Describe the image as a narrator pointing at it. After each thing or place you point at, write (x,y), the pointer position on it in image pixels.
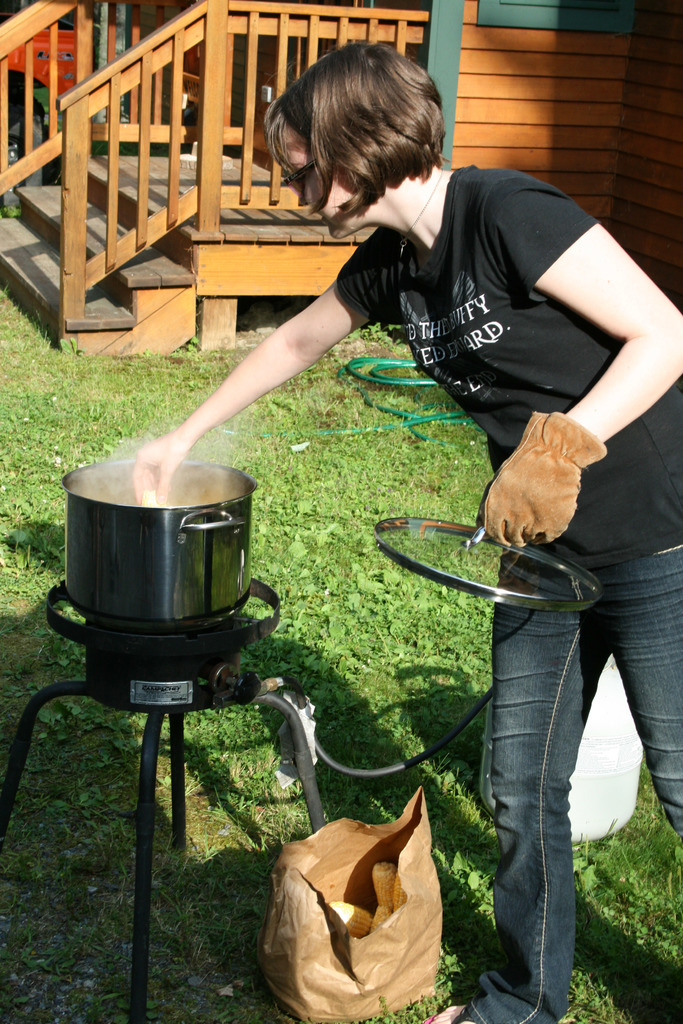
In this picture there is a lady (669,302) who is standing on the right side of the image (510,812) and there is a stove (129,615) on the left side of the image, she is cooking and there is staircase (73,272) at the top side of the image (74,282), there is grassland (299,576) at the bottom side of the image (409,707).
